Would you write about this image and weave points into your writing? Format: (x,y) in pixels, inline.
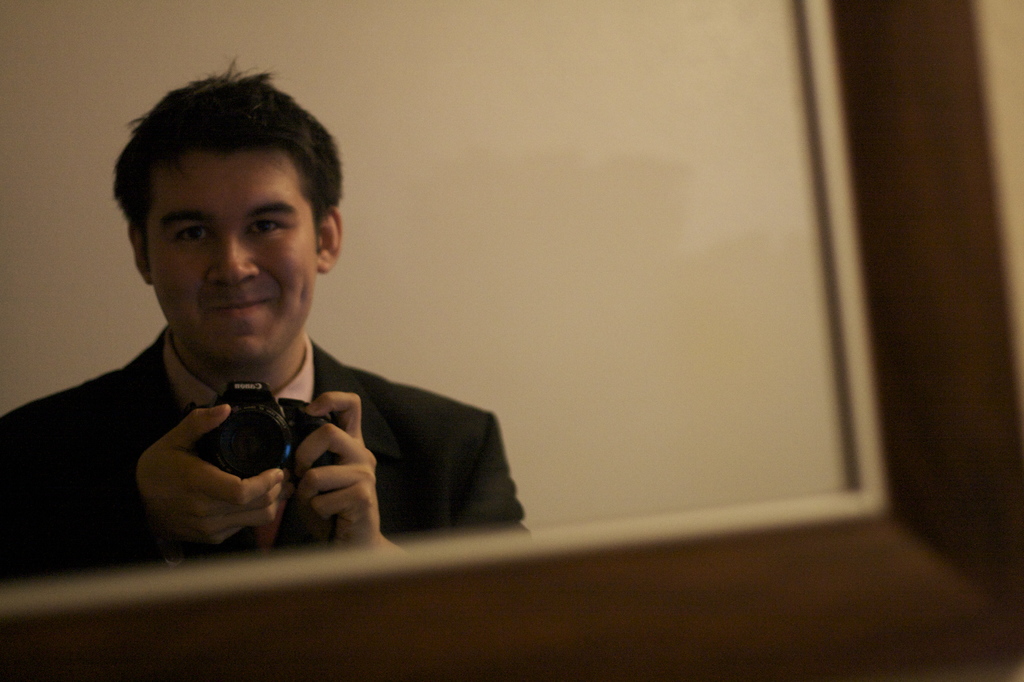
In this picture we can see a man (201,100) holding a camera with his hands (214,490), smiling and in the background (539,296) we can see the wall (780,339).
